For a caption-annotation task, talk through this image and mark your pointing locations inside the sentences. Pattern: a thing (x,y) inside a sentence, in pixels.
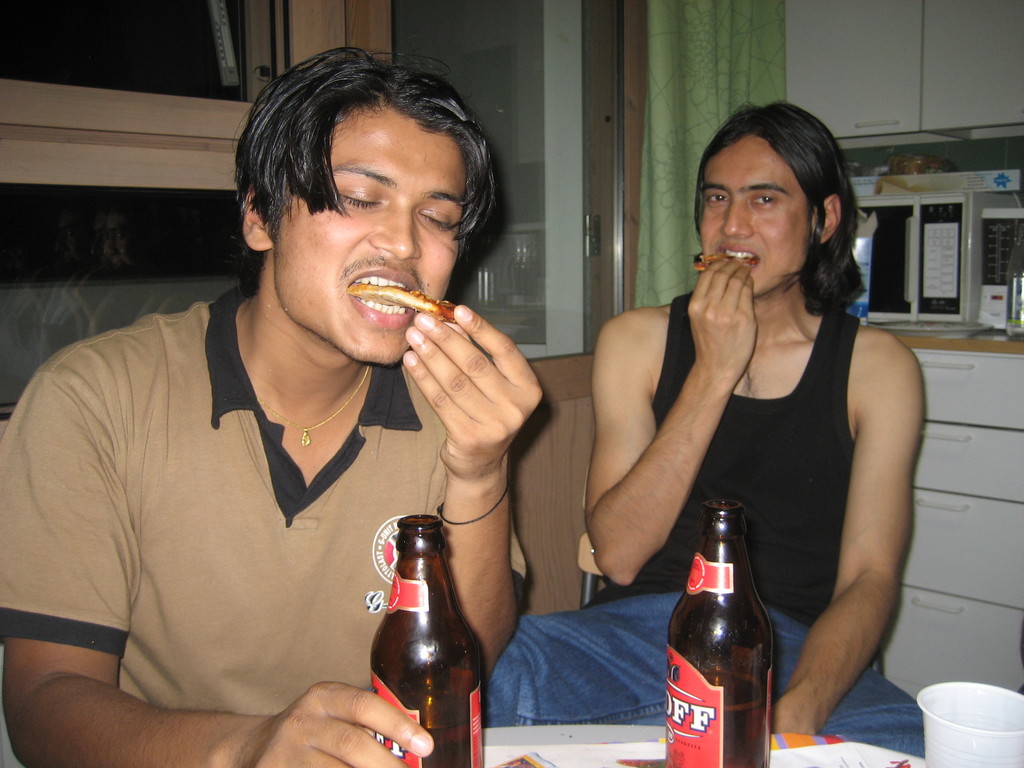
In this image i can see two man (506,351) sitting and eating in front (718,642) a man (405,323) there are two bottles (443,587), a glass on a table (636,763), at the back (164,112) i can see a wooden door (143,115), a glass door (454,34), a curtain (680,33), some machine (997,215) on a cup board (973,356).
